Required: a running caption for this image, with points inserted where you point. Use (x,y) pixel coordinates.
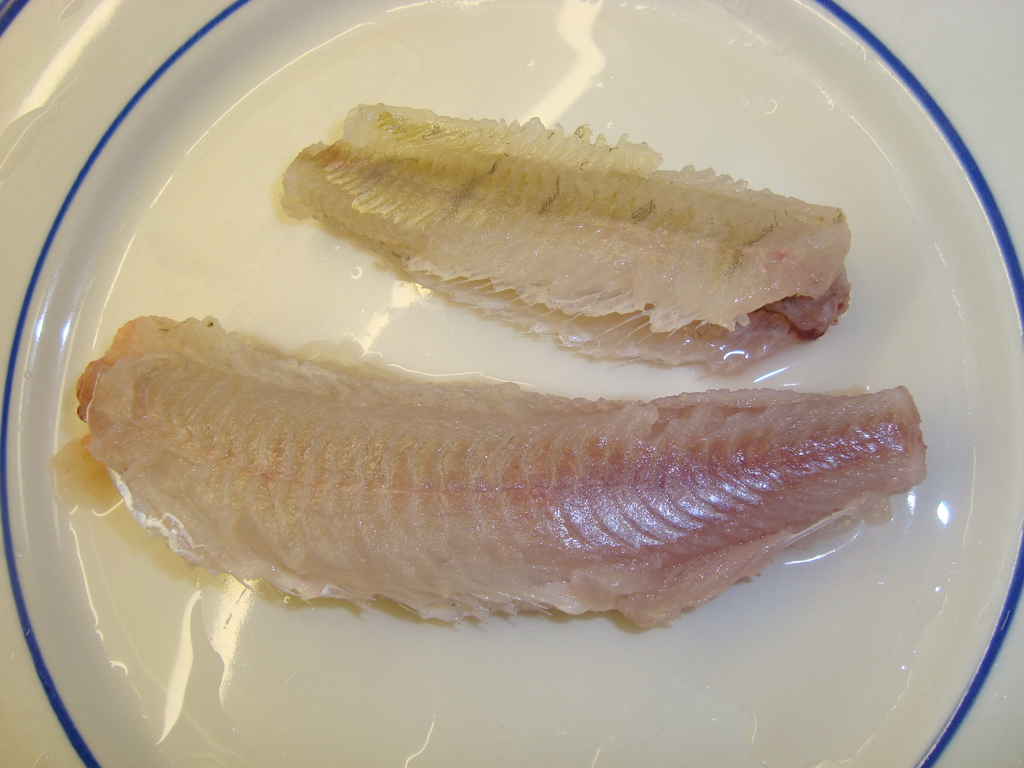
This image consists of a plate (496,649). It is in white color. On that there is some meat (316,372).
